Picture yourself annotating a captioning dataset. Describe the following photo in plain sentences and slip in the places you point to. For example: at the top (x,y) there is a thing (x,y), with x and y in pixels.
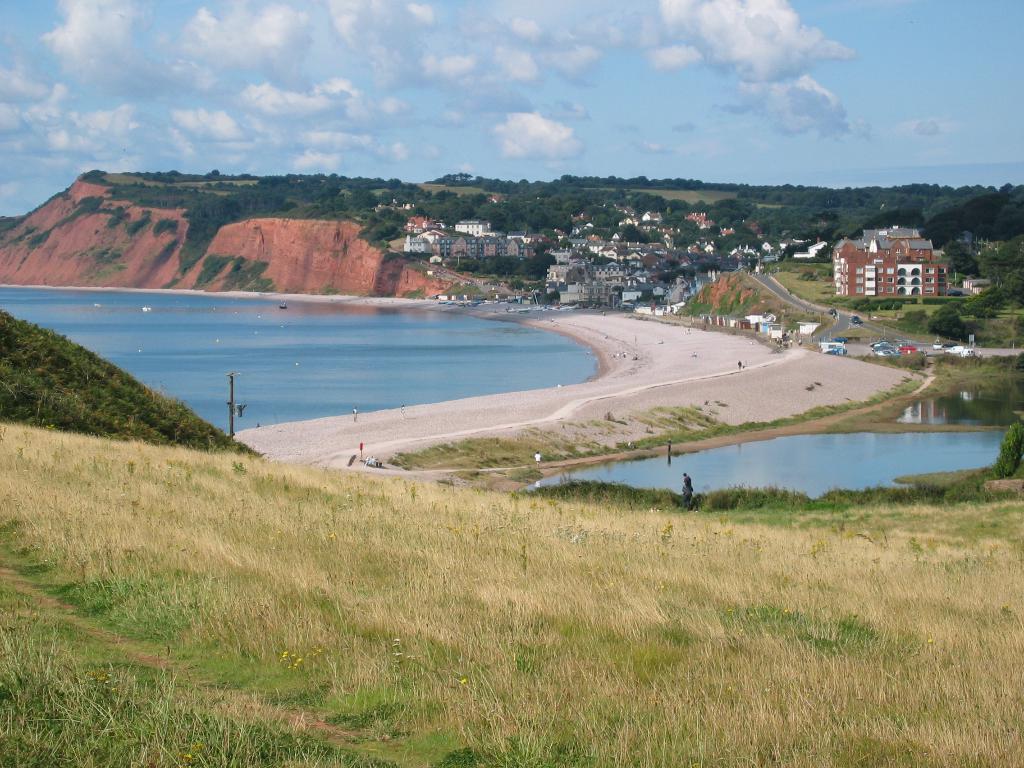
This is an outside view. At the bottom (352,667), I can see the grass (473,572) on the ground (586,571). In the middle of the image (540,413) there is a beach (568,392) and also there are many buildings (636,281). On the right side (884,353) there are few vehicles (840,349) on a road (839,325). On the left side (177,210) there is a hill (146,268). In the background (600,206) there are many trees (835,206). At the top of the image (890,103) I can see the sky (894,42) and clouds (264,48).
